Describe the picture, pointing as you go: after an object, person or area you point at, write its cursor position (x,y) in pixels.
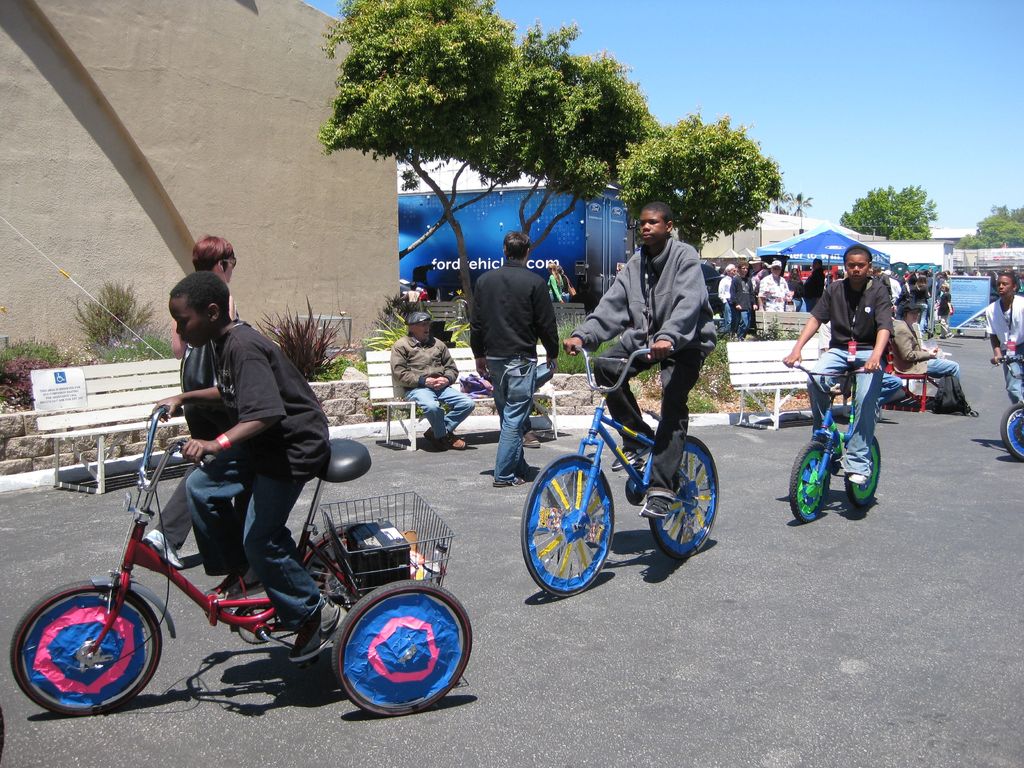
There are few people (637,455) riding bicycle (358,471) on the road (757,463). Behind them there are few people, wall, building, trees (512,130), tents (792,250), hoarding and sky (880,47).
